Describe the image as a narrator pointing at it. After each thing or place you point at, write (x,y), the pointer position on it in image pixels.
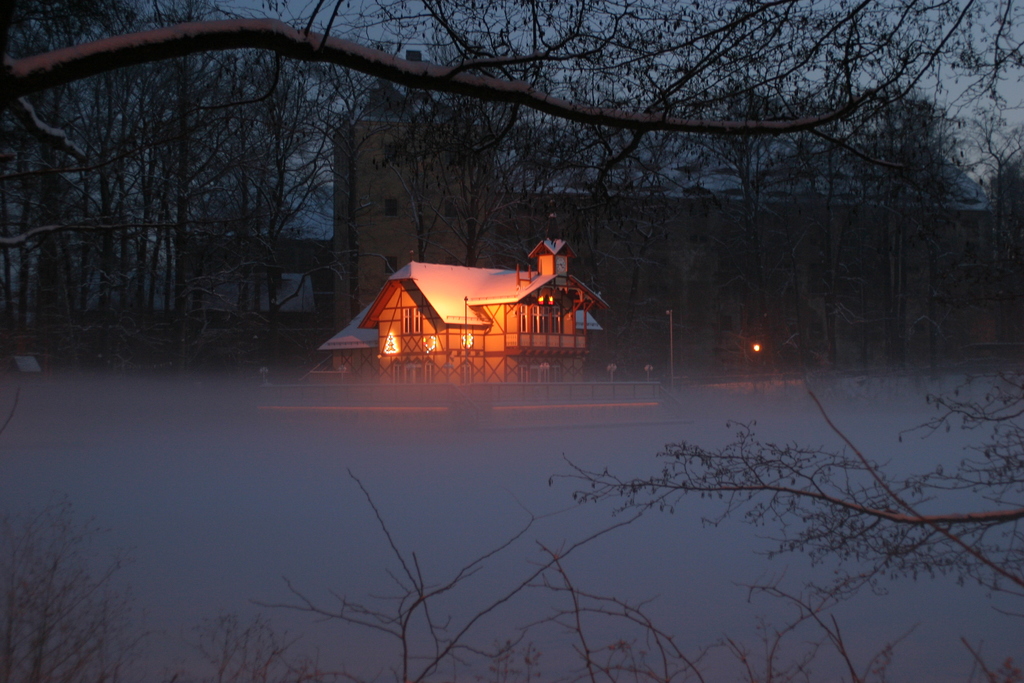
In this image we can see a house (448,335), windows (537,329), grills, there are some trees (544,132), lights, pole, buildings (648,320), also we can see the sky (428,30).
